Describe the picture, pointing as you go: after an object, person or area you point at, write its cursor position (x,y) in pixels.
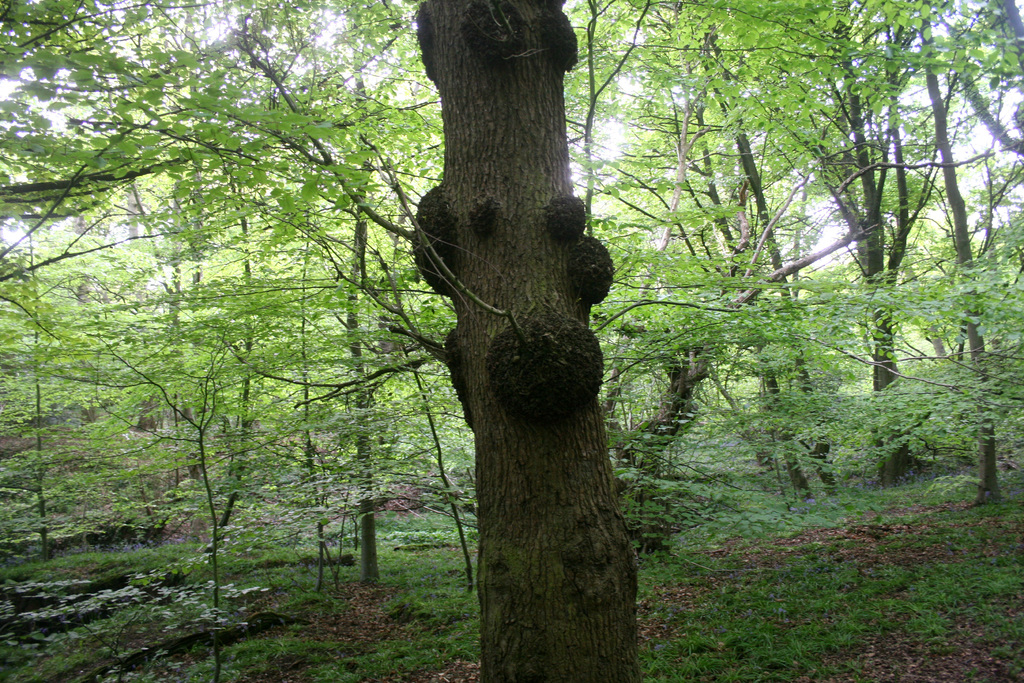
In this image we can see many trees (469,285). On the ground (416,519) there is grass (416,519). In the background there is sky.
